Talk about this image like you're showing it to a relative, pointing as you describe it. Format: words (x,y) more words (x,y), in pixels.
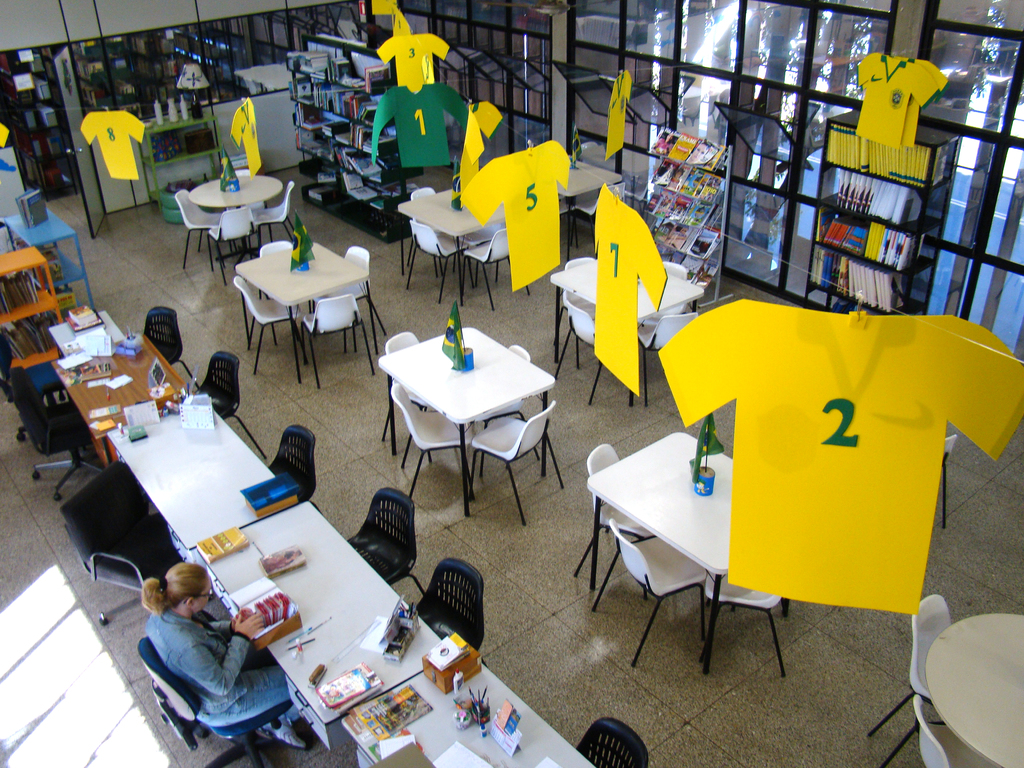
A woman (193,578) is sitting in a library (351,228) searching for books (289,600).
